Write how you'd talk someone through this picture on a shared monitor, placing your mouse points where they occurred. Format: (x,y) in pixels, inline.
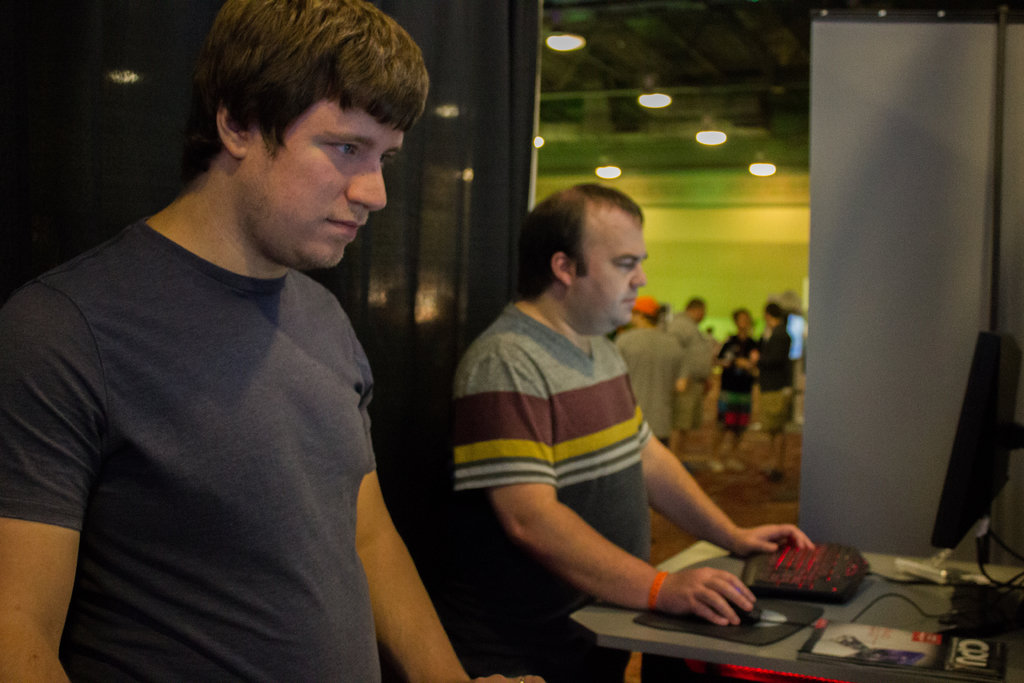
In this picture i can see two persons (492,464) are standing. The person (621,478) on the right side (715,538) is operating a mouse (743,611) and keyboard (751,583) which is on the table (895,614). I can also see some other objects (950,606) on the table (874,616). In the background (768,385) I can see people (700,369) are standing and lights (699,143).
